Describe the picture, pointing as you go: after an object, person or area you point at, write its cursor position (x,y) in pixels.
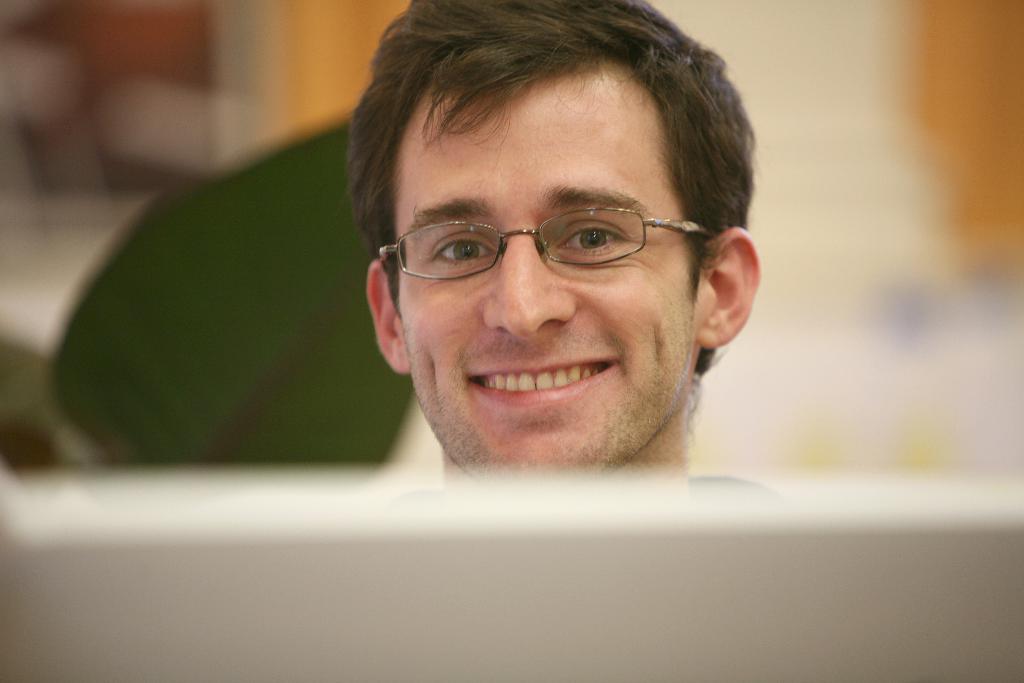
In this image we can see a man (398,257) smiling.
